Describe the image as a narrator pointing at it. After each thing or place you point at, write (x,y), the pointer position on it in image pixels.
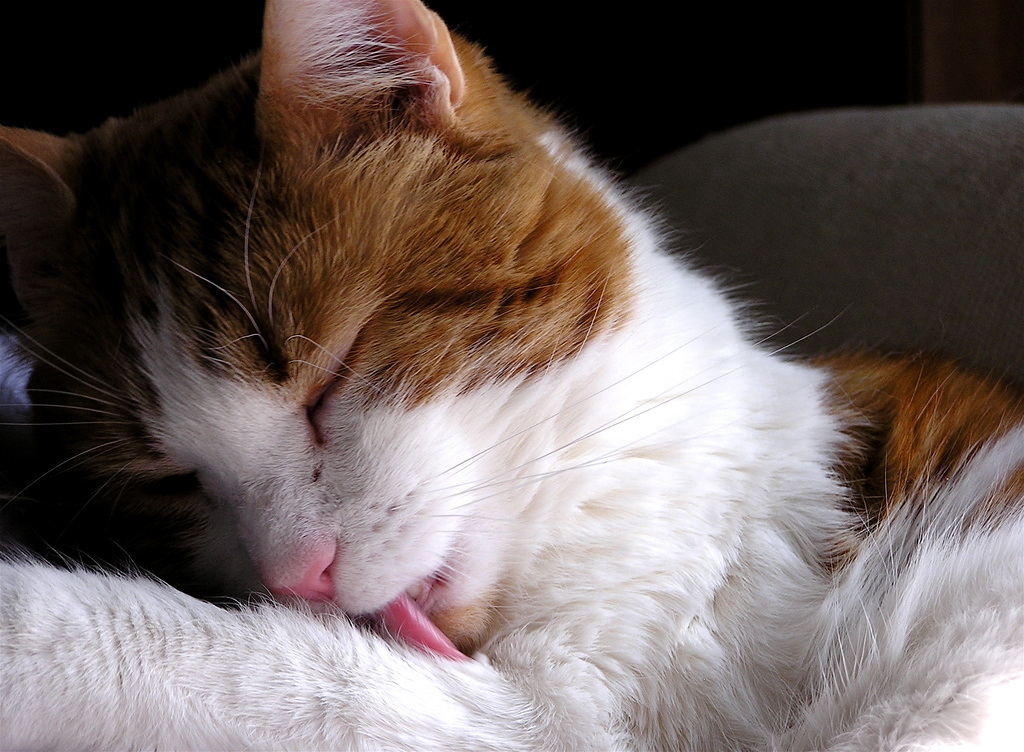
In this picture I can see there is a cat (591,527) and it has white and brown fur (536,485). The backdrop (806,77) is dark.
